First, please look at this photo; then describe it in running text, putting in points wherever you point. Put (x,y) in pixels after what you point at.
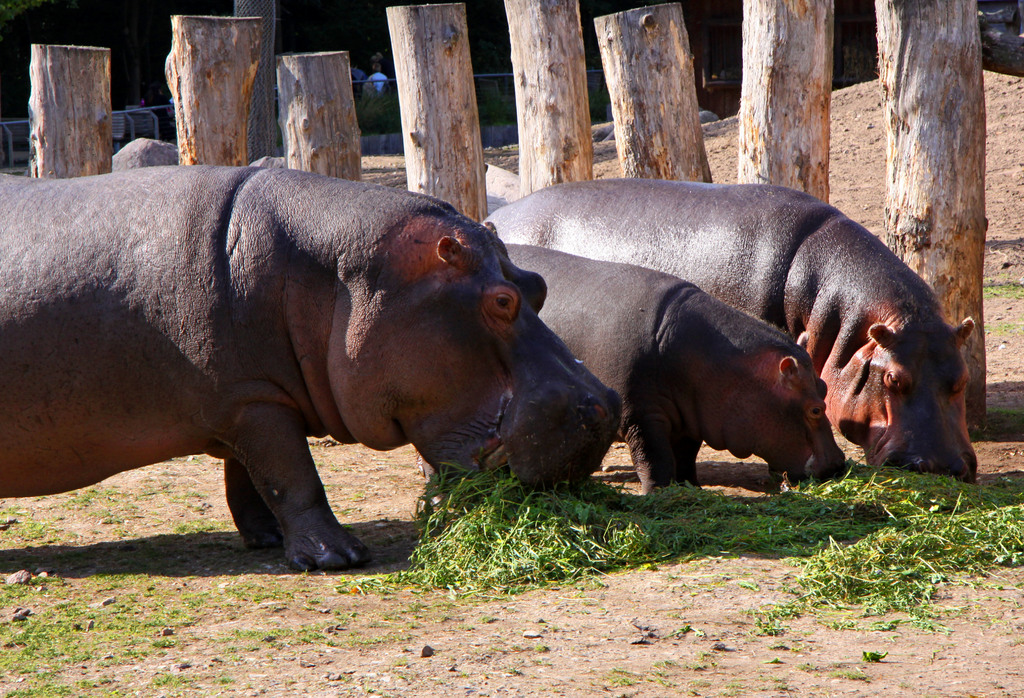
In this picture we can see three hippopotamuses (498,361) standing and eating something, at the bottom (925,476) there are some leaves (867,525) of plants (909,538), in the background (976,117) we can see wood (196,158) and rocks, at the left bottom (105,638) there is some grass (111,649).
